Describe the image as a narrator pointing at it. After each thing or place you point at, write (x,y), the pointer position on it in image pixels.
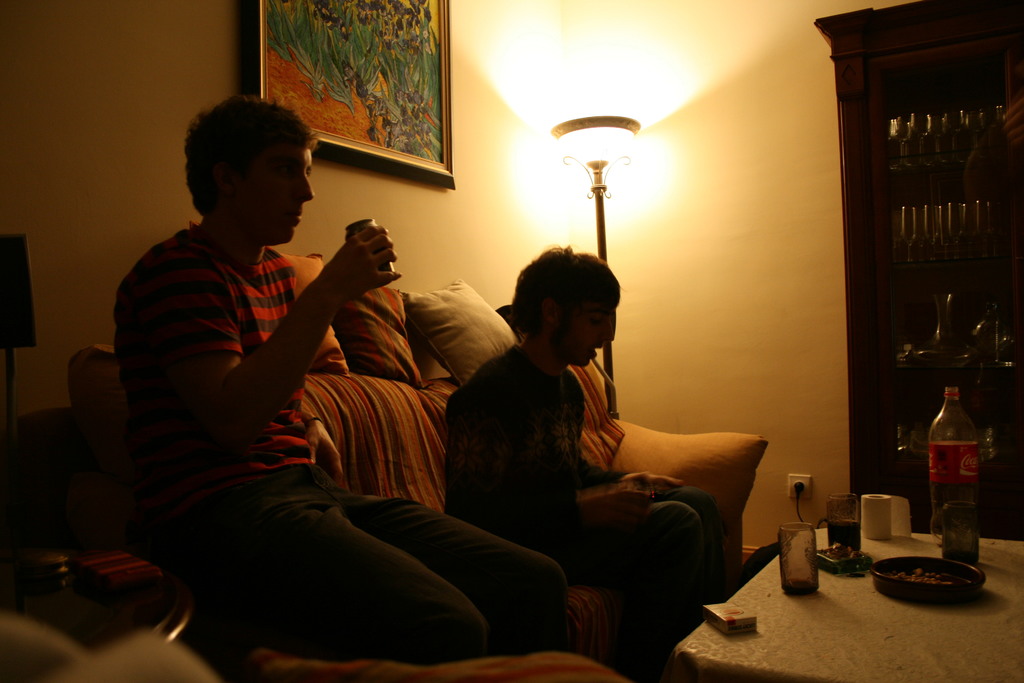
In this image there are two people (275,349) sitting on the couch (383,485) with cushions (476,369) on it, one of them is holding a tin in his hand (370,251) and the other one is holding some object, in front of them on the table (898,545) there are some objects (828,528), beside them there is a lamp (622,141), power socket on the wall (770,378) with cable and a wooden cupboard (860,192) with some objects (935,136) in it, behind them there is a photo frame (381,79) on the wall (455,81), on the left side of the image (24,340) there is a lamp (11,407) and some other objects (33,566) on the table (60,608).
